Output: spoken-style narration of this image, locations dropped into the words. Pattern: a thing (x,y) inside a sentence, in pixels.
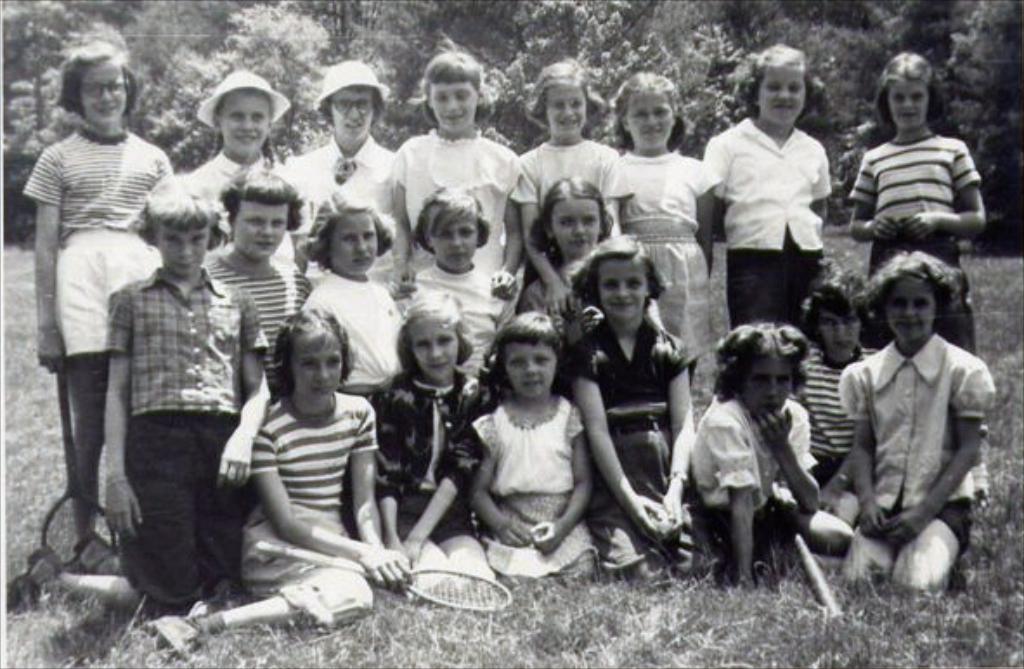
This is a black and white picture. Here we can see few children (582,325) on the ground (510,634). This is grass (791,624). In the background (714,54) there are trees (876,38).
